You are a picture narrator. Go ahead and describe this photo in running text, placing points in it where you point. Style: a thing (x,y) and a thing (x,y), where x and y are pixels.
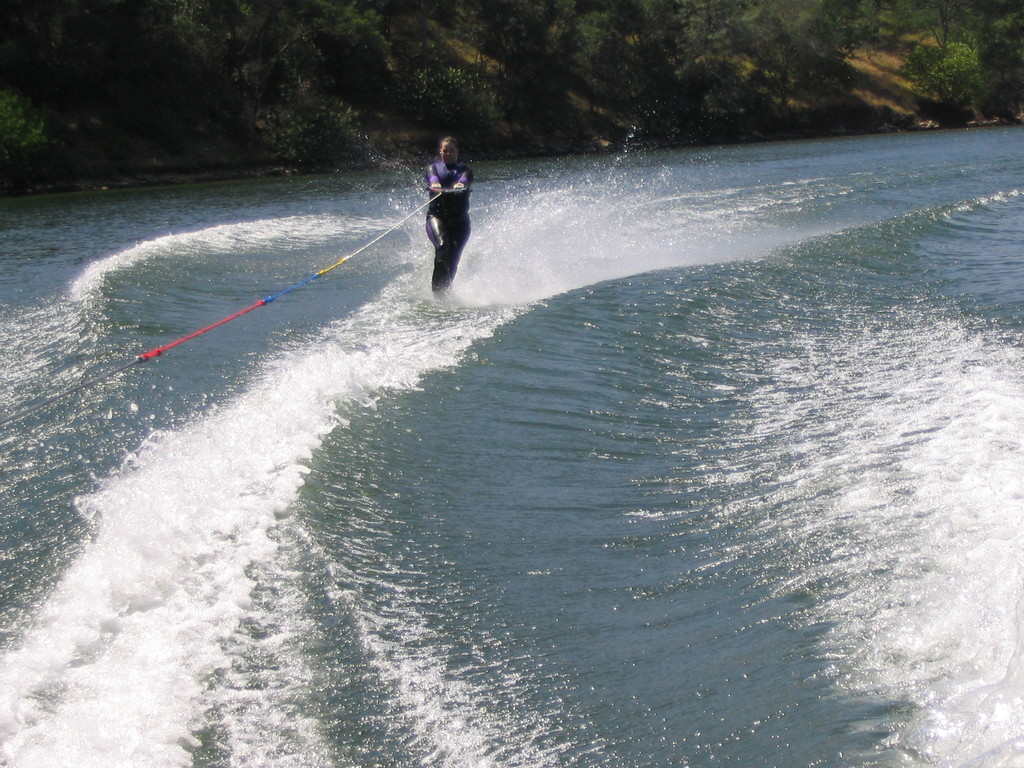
In this image there is a person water skiing on the water (477,550). In the background of the image (460,75) there are trees (385,81).
